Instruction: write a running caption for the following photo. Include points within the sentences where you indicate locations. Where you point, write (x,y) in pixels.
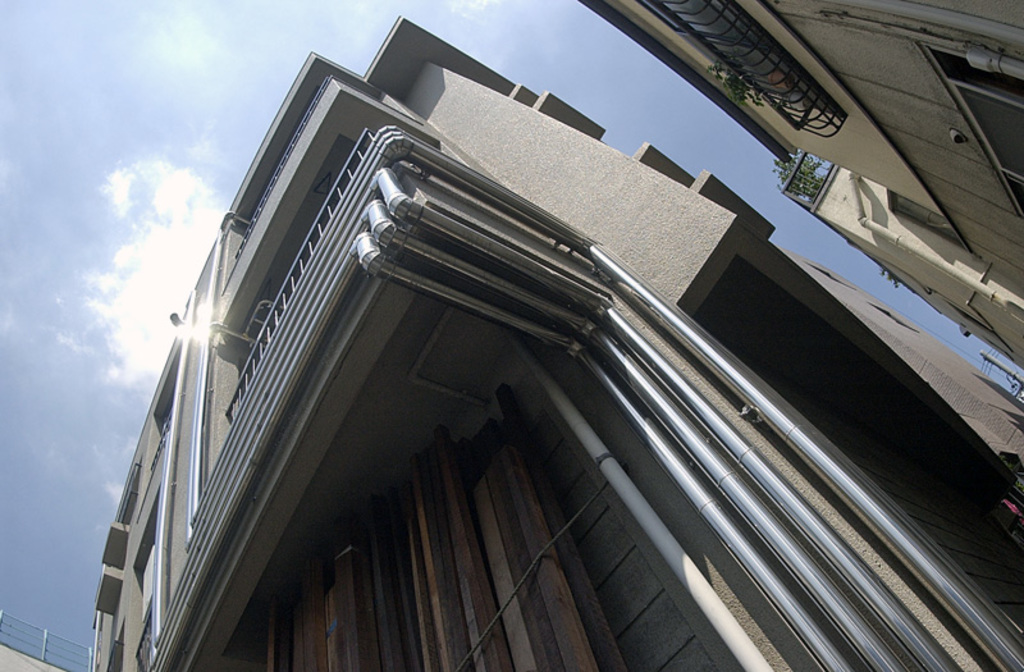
In this image I can see few buildings (846,284) in the front (424,362). In the background (212,53) I can see clouds (220,41) and the sky (261,89). On the top right side of the image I can see few plants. I can also see number of pipes (580,437) on the walls (669,497).
